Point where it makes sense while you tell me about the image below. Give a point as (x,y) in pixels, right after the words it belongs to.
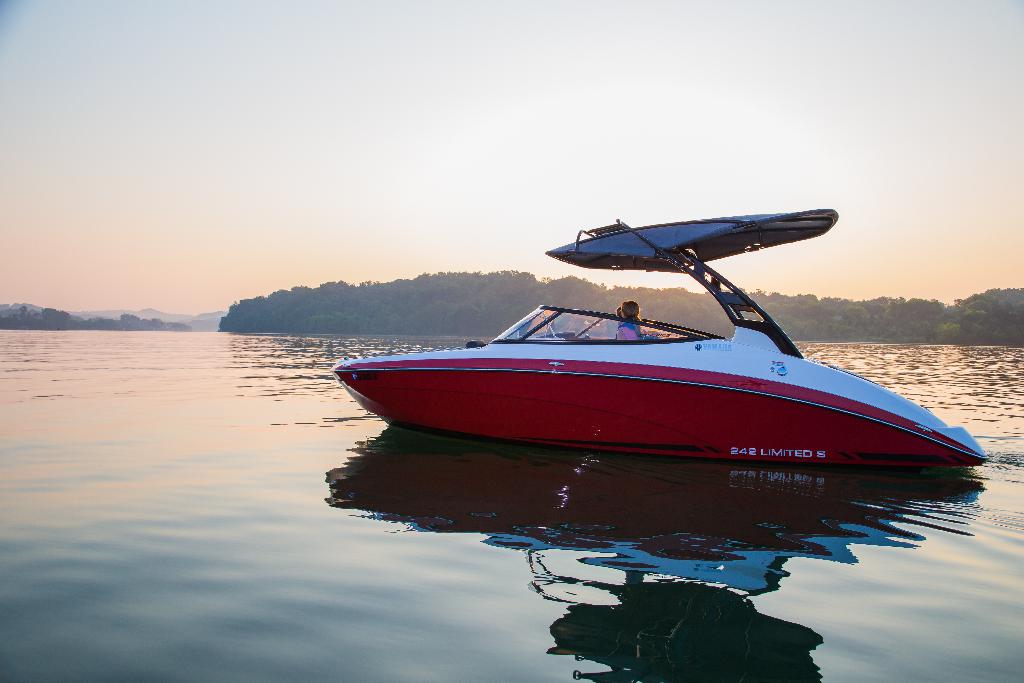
In this image we can see a person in a boat (778,455) which is in a large water body (654,518). On the backside (478,305) we can see a group of trees (435,310), the hills (373,317) and the sky (514,245) which looks cloudy.
